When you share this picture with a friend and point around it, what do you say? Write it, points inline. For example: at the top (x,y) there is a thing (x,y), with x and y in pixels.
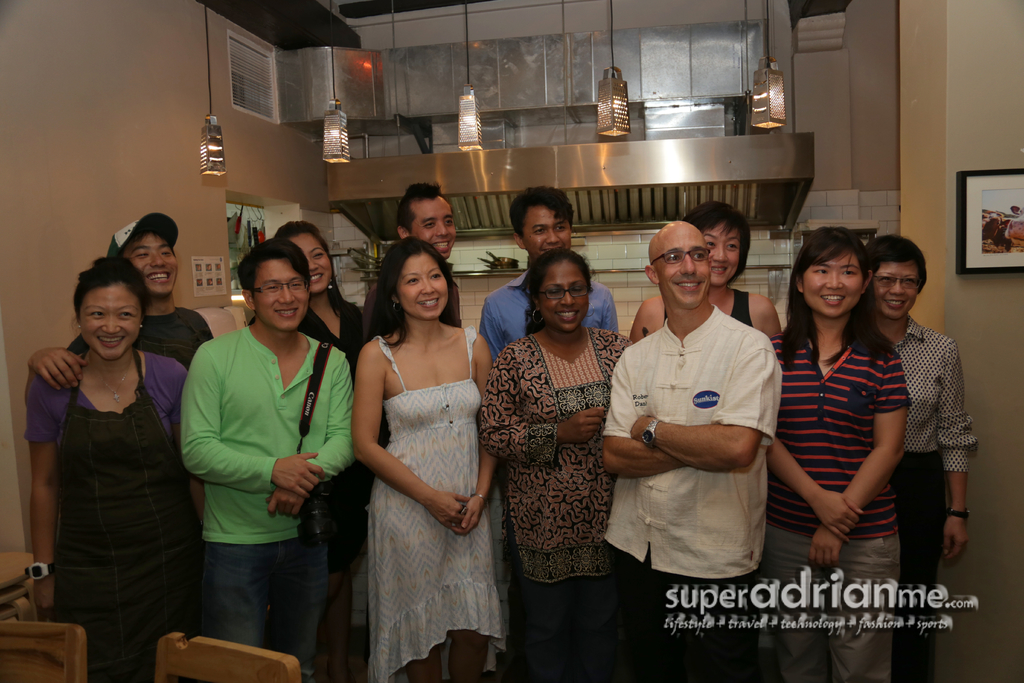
In this image there are group of people (479,405) standing one beside the other. At the top (213,105) there are lights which are hanged to the roof (364,15). At the bottom (47,637) there are chairs (261,669). On the right side (956,93) there is a wall (977,293) on which there is a photo frame (995,203).
